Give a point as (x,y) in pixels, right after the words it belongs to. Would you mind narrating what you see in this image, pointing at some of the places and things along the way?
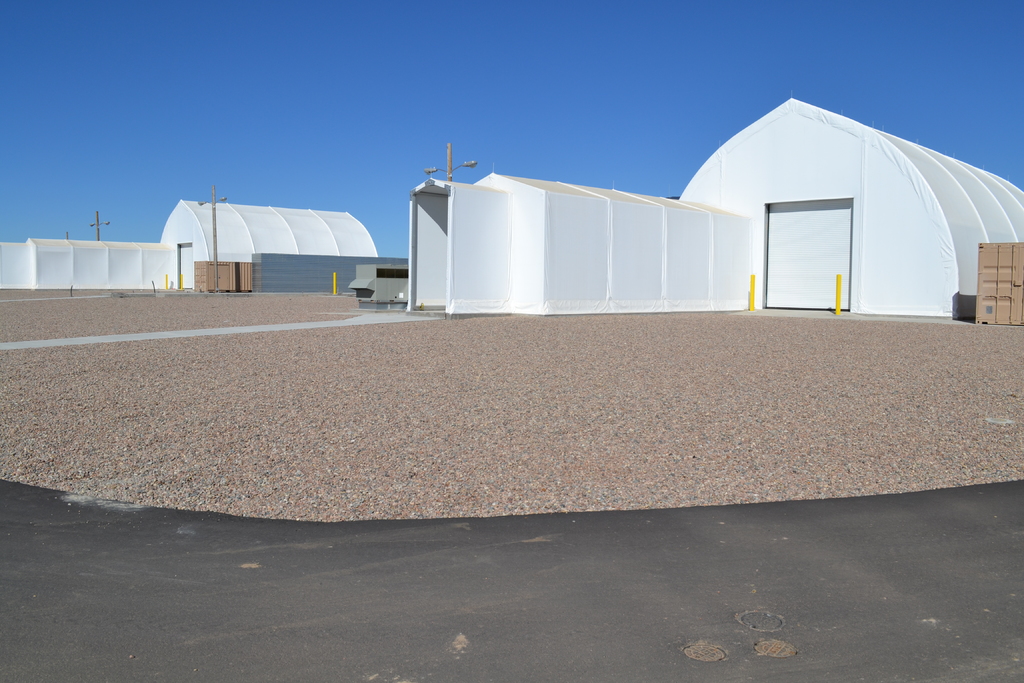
In this image we can see there are tents (509,277) on the ground (487,332). And there are poles (182,275), boxes (988,275), streetlights (448,170) and road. In the background (504,74), we can see the sky (768,62).
